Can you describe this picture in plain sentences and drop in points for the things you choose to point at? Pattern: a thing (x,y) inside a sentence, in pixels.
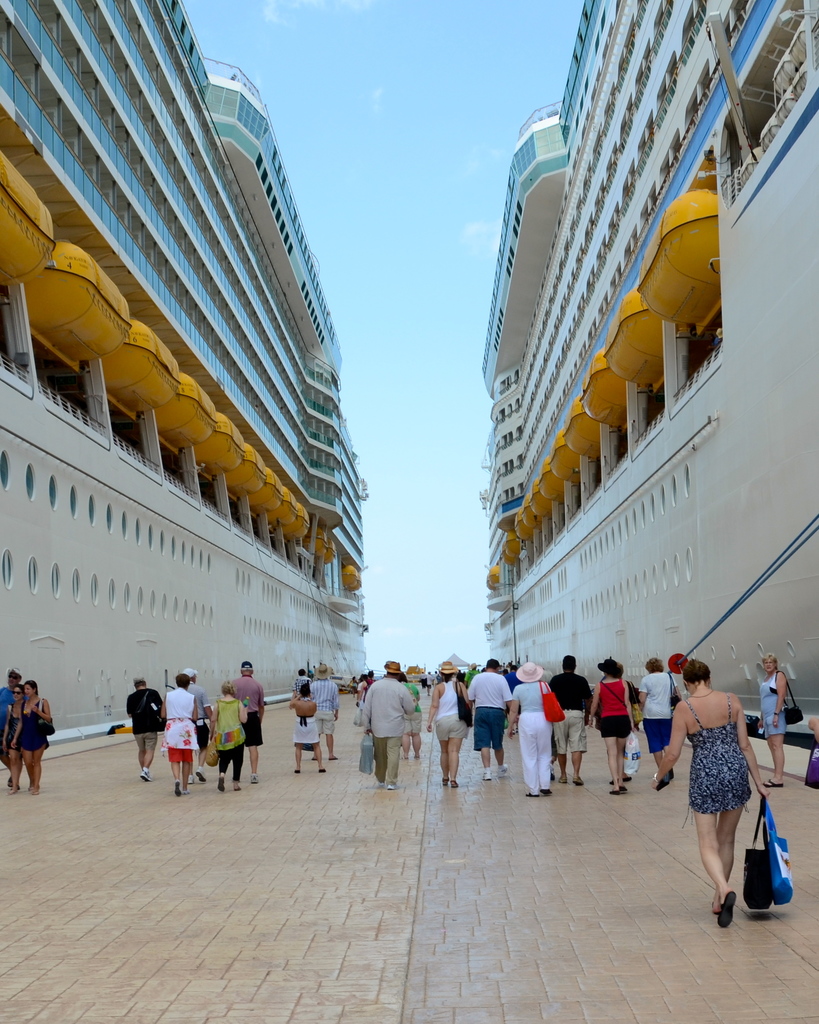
As we can see in the image there are ships (750,445), group of people (446,667) and sky (388,278). The woman (726,735) walking on the right side (723,787) is wearing black color dress (735,808) and holding bag (779,898).
